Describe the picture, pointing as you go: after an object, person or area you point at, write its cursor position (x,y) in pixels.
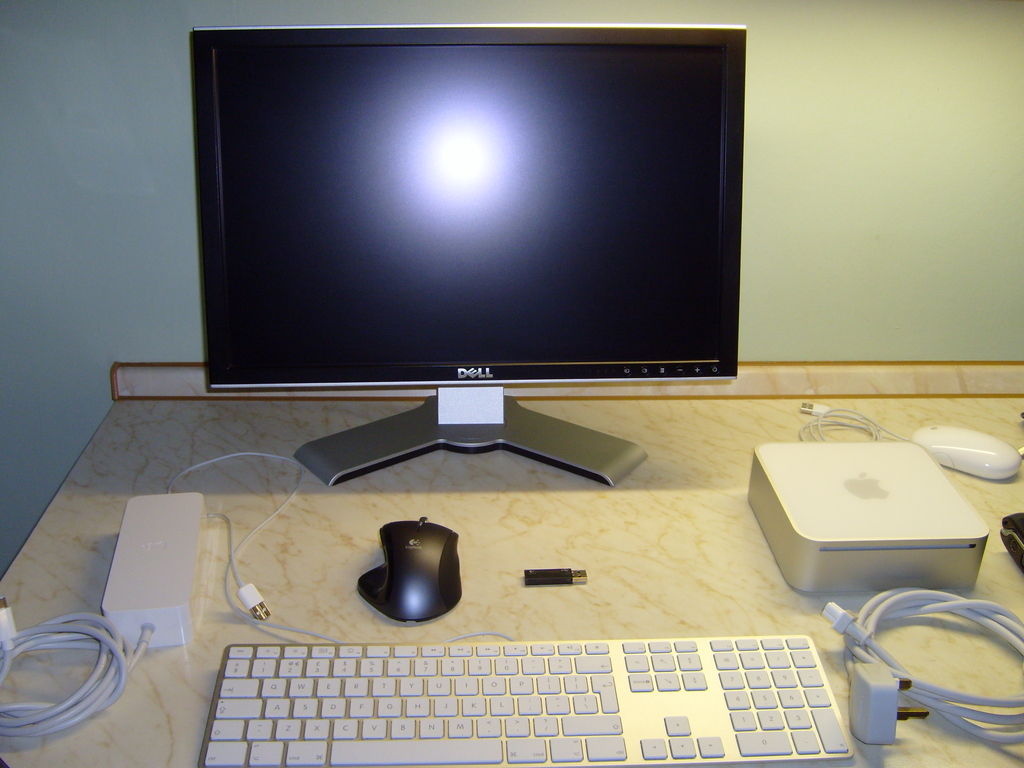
In this image, we can see a table (536,566) with some devices (541,272) like a monitor (514,271), a keyboard (526,724), mouses (416,533), a pen drive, cable wires (114,649) and adapters (106,580). We can also see the wall (831,174).
